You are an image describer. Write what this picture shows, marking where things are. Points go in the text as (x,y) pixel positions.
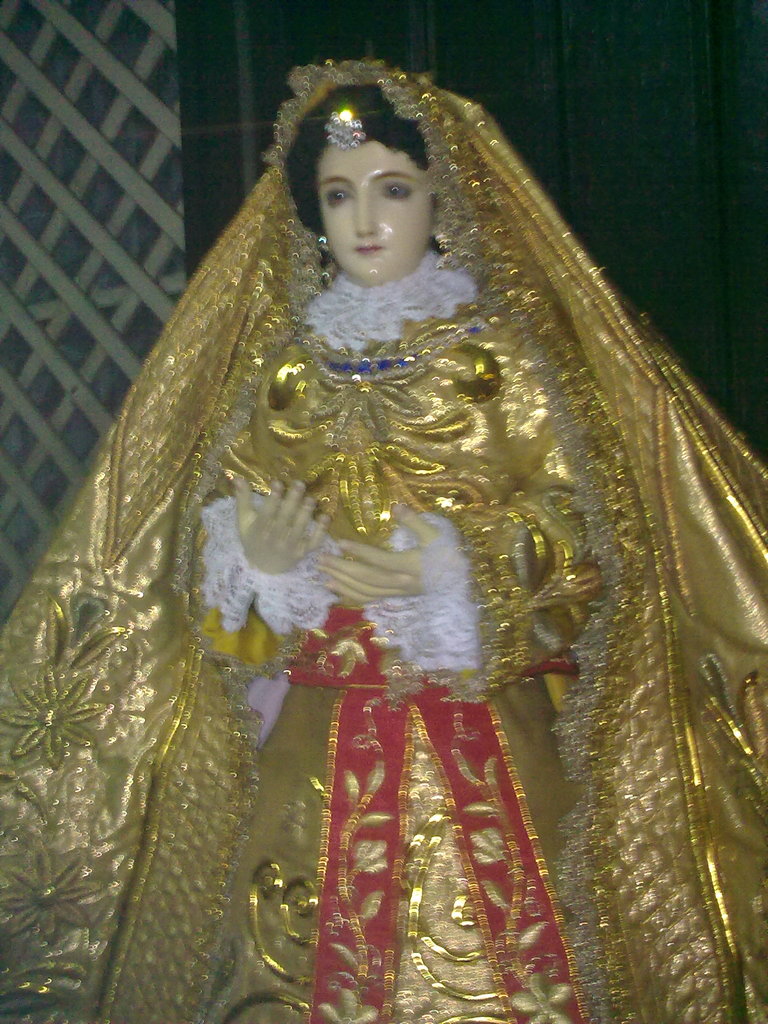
In this image I can see a statue (88,625) and the statue (93,590) is wearing gold and red color dress (192,691), background (640,239) I can see the fencing (124,167) and the wall (505,50) is in black color.
